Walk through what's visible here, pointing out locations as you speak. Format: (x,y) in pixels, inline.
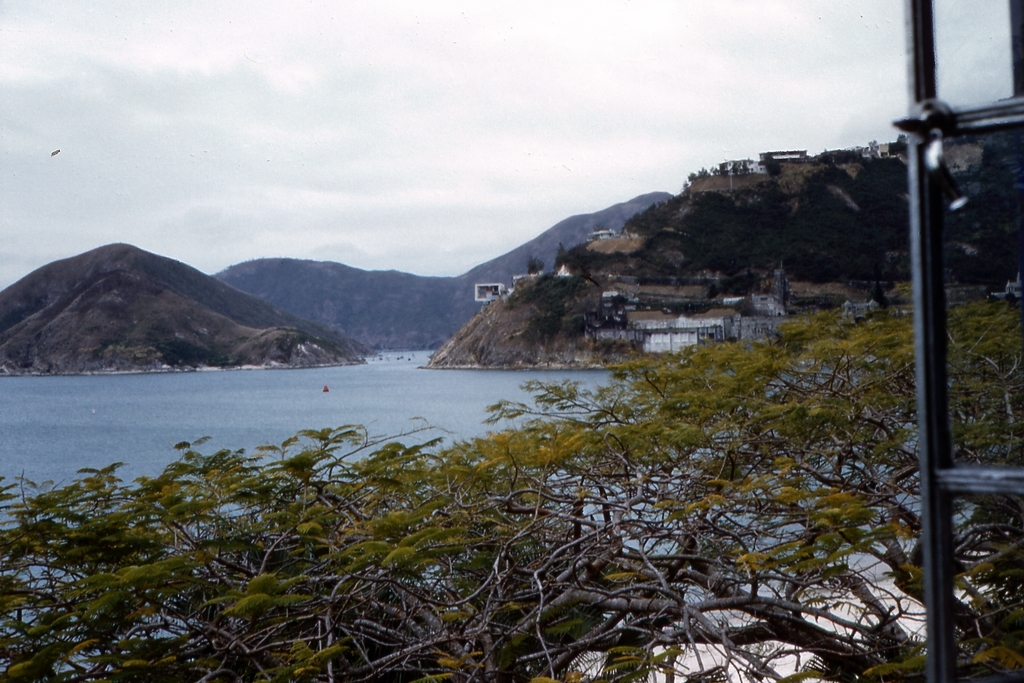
This picture shows hills (529,320) and water (416,390) and we see trees (757,278) and few houses (759,296) on the hill (507,309) and a cloudy sky (479,55).
